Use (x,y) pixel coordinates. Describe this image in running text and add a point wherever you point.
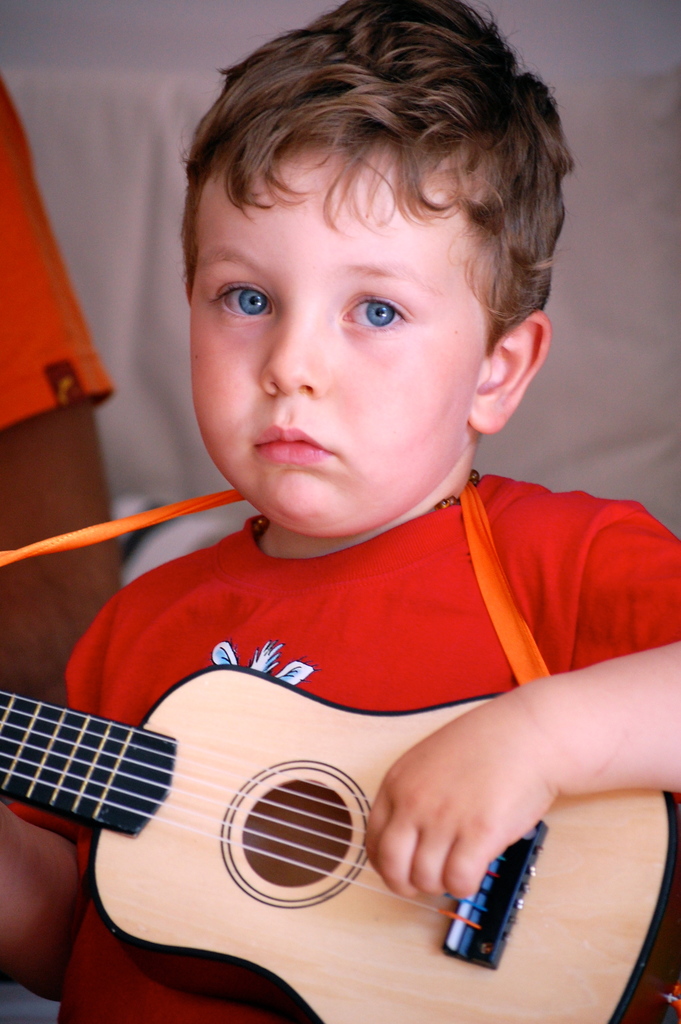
here in this picture we can see the boy (384,646) holding a guitar (348,881).
